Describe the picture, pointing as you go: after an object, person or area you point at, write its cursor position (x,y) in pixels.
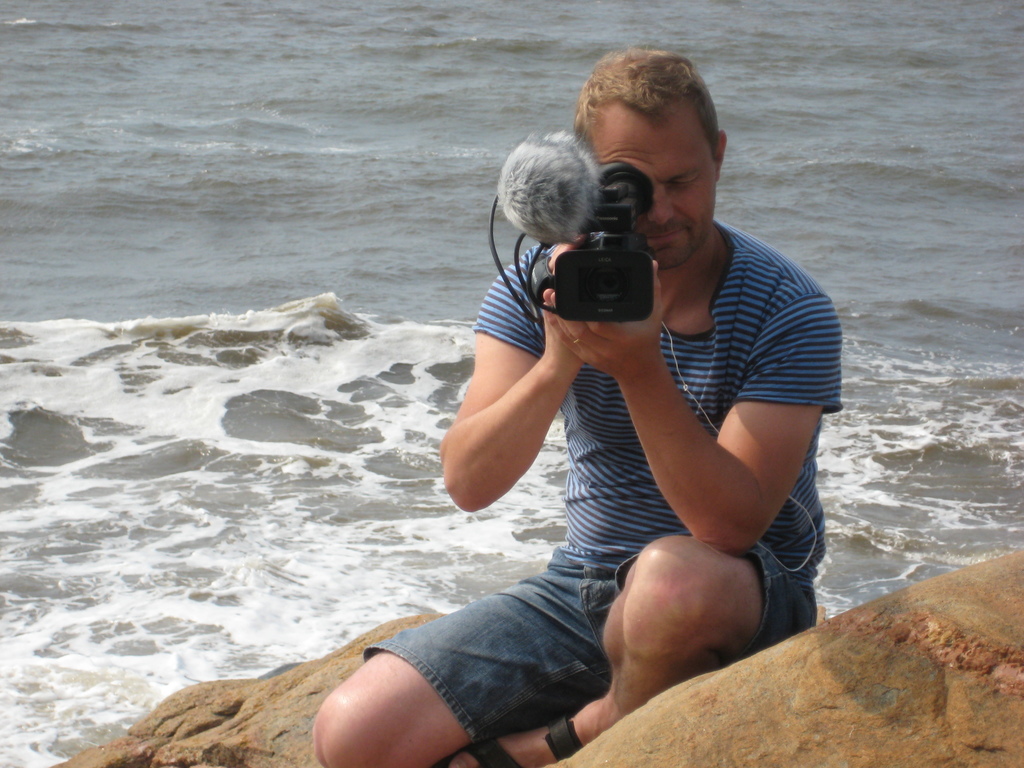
This image consists of a man (623,491) sitting on a rock (710,719) and holding a camera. In the background (376,202), there is an ocean (168,467). He is wearing a blue T-shirt (692,370).
